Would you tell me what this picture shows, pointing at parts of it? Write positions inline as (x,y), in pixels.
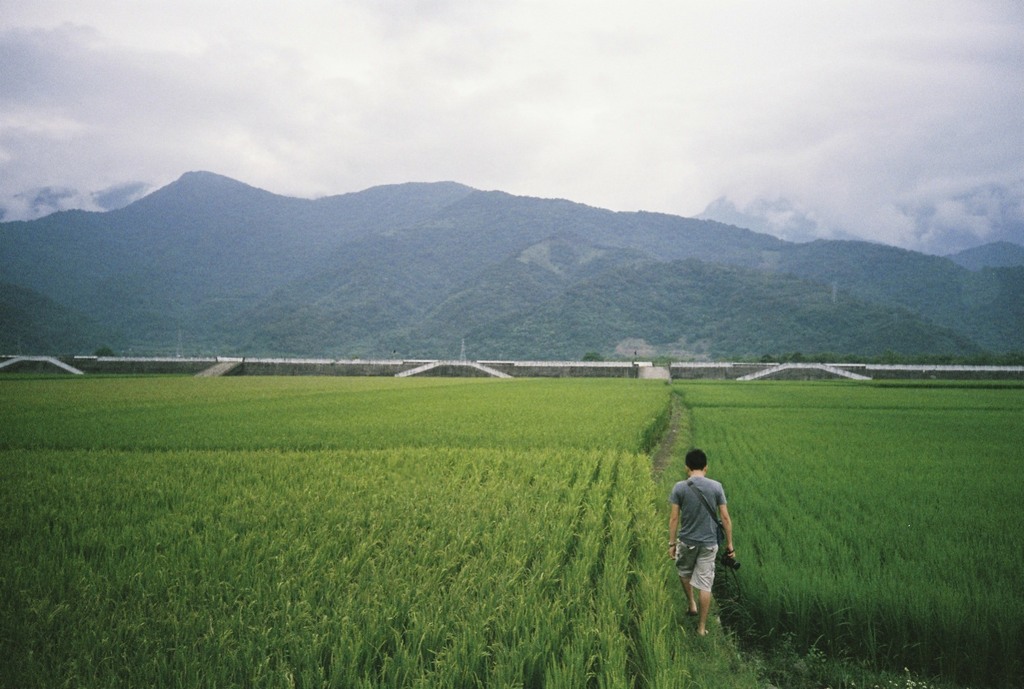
There is a field (500,410). A person (716,539) is holding a camera (726,558) and walking. In the back (581,263) there are hills (581,263). In the background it is white.
